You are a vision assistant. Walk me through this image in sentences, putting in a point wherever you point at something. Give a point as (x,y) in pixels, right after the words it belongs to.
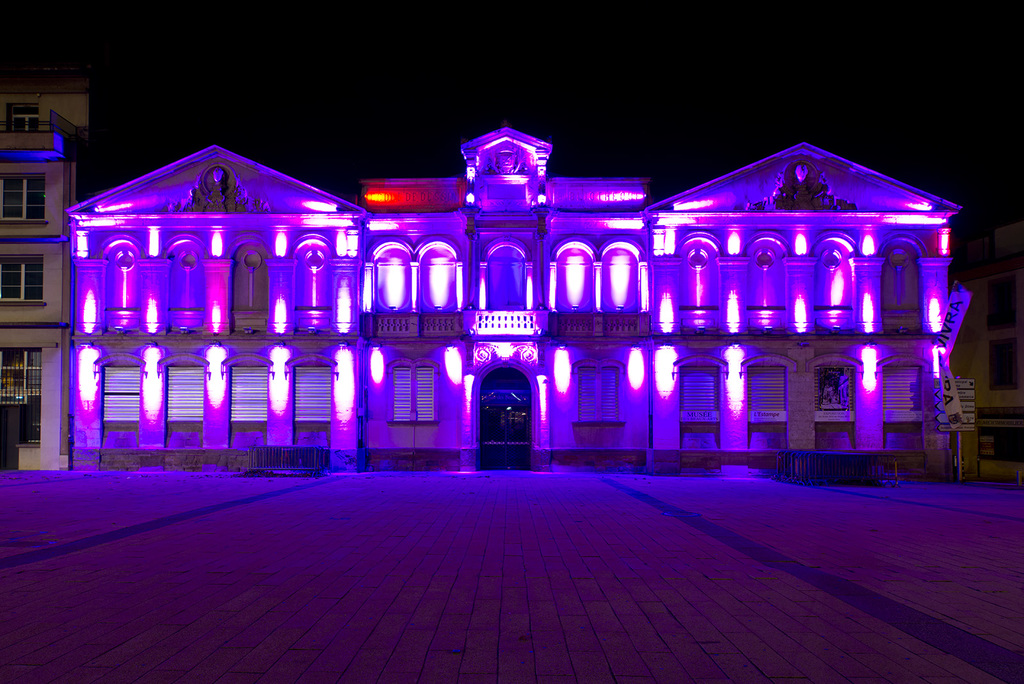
In this image I can see buildings (501,318). Here I can see purple color lights (566,297). In the background (554,88) I can see the sky (571,81).
